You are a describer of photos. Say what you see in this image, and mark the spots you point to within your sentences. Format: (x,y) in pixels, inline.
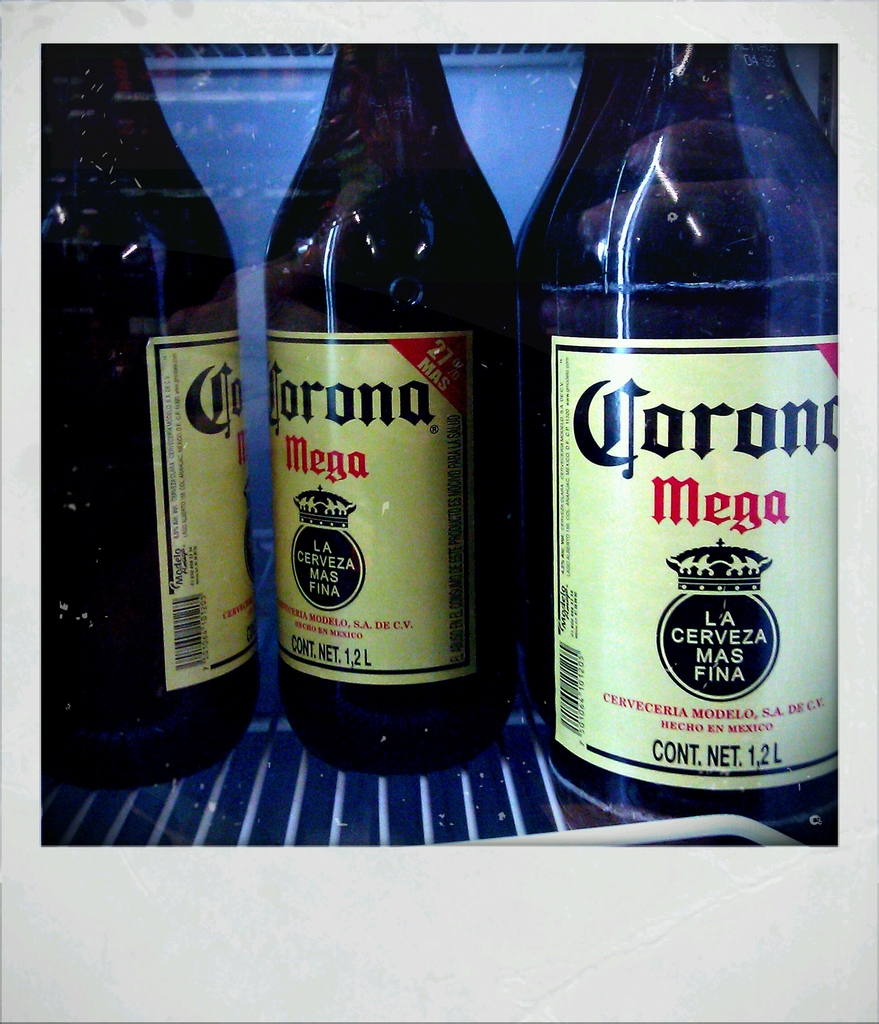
In this image there are bottles (291,431) with some text (408,416) written on it which is on the grill stand (386,805) which is white in colour.
